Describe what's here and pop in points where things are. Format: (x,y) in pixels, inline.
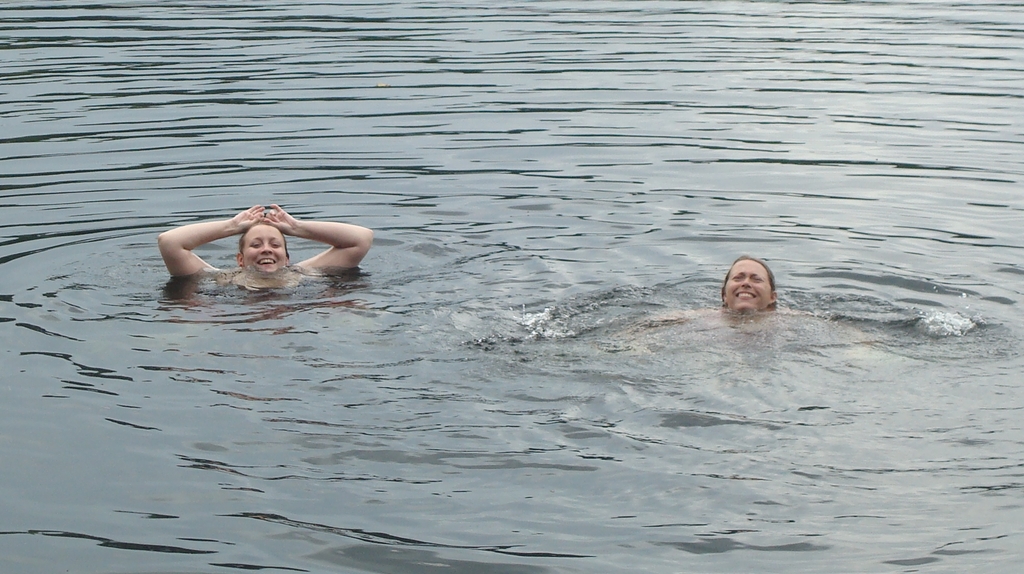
In this image I can see two women (330,266) are in the water (444,303). These women (736,293) are smiling.
